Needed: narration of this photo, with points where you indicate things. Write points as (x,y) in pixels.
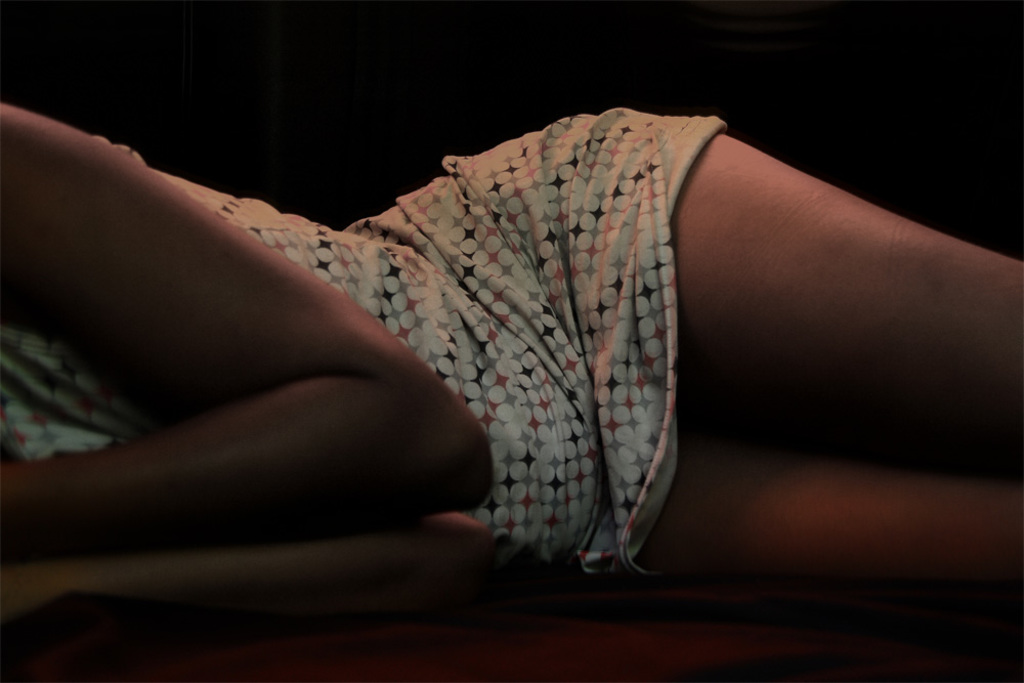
In this image a person (439,284) is lying on the bed (338,669).
